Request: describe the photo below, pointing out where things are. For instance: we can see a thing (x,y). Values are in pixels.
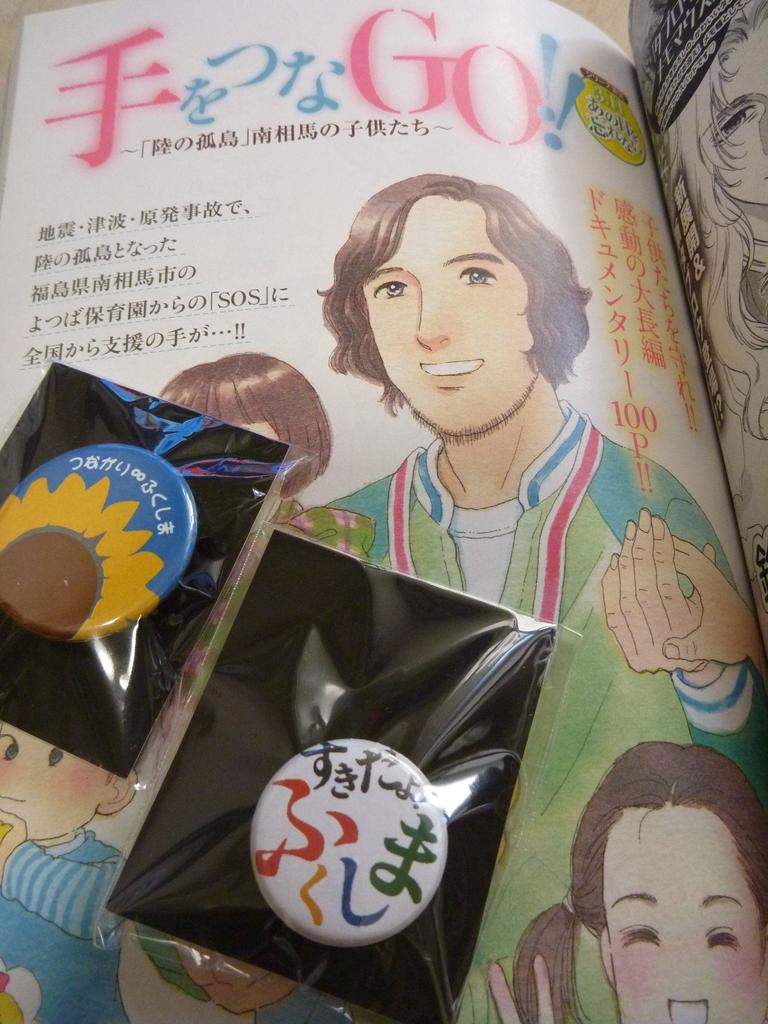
In this image I can see there is a book (505,496). And on the book (481,275) there are some images (499,329) and text (228,301) written on it. In the book (562,161) there is a badge (127,487) inside the cover (200,622).
